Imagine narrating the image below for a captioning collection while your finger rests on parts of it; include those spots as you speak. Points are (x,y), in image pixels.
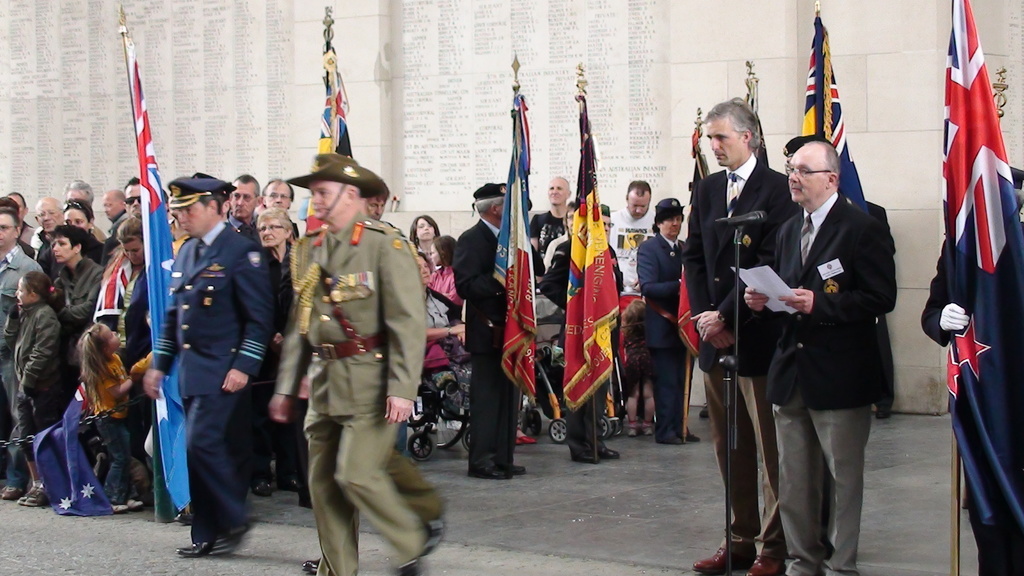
In this image we can see many people (404,328). We can see few people (313,330) walking in the image. We can see few people (677,346) holding flags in the image. We can see few people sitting on the chairs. There is some text (437,64) on the wall (560,75). A person (821,241) is speaking into a microphone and holding an object (765,291) in the image.
